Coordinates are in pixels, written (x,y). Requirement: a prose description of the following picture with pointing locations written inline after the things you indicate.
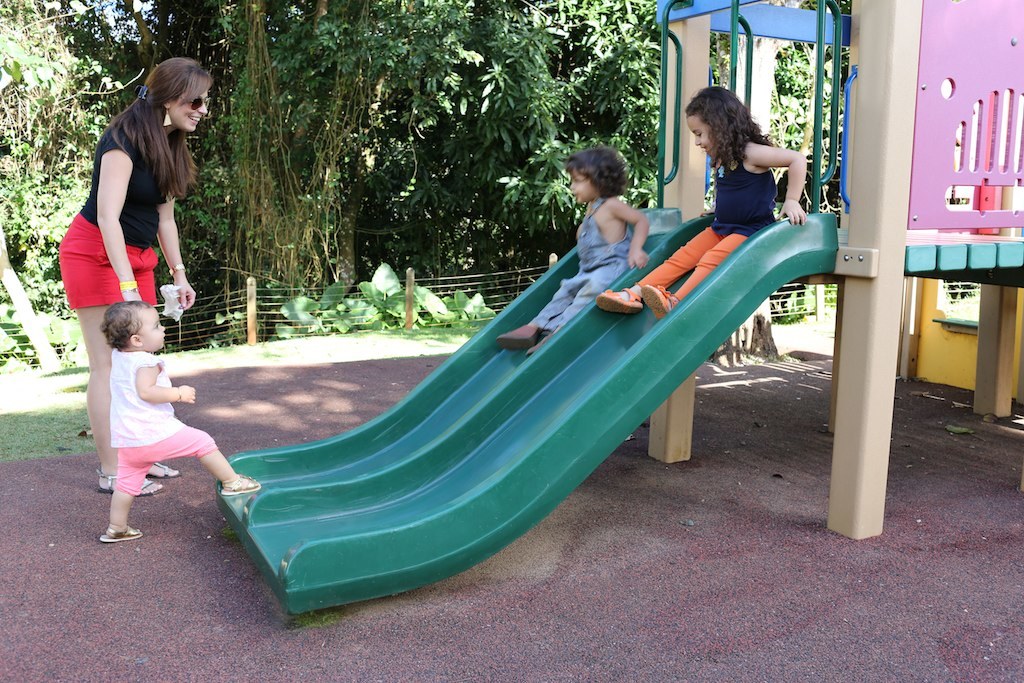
In this picture I can see the ground (145,614) on which there are 2 slides (577,328) and on the slides (725,268) I see 2 children (680,264) and on the left side of this image (153,187) I can see a woman (135,260) and another child (140,325) and I see that the woman (118,152) is smiling. In the background (119,76) I can see the fencing (480,283) and behind to it I can see the plants (83,162) and the trees (389,162).
